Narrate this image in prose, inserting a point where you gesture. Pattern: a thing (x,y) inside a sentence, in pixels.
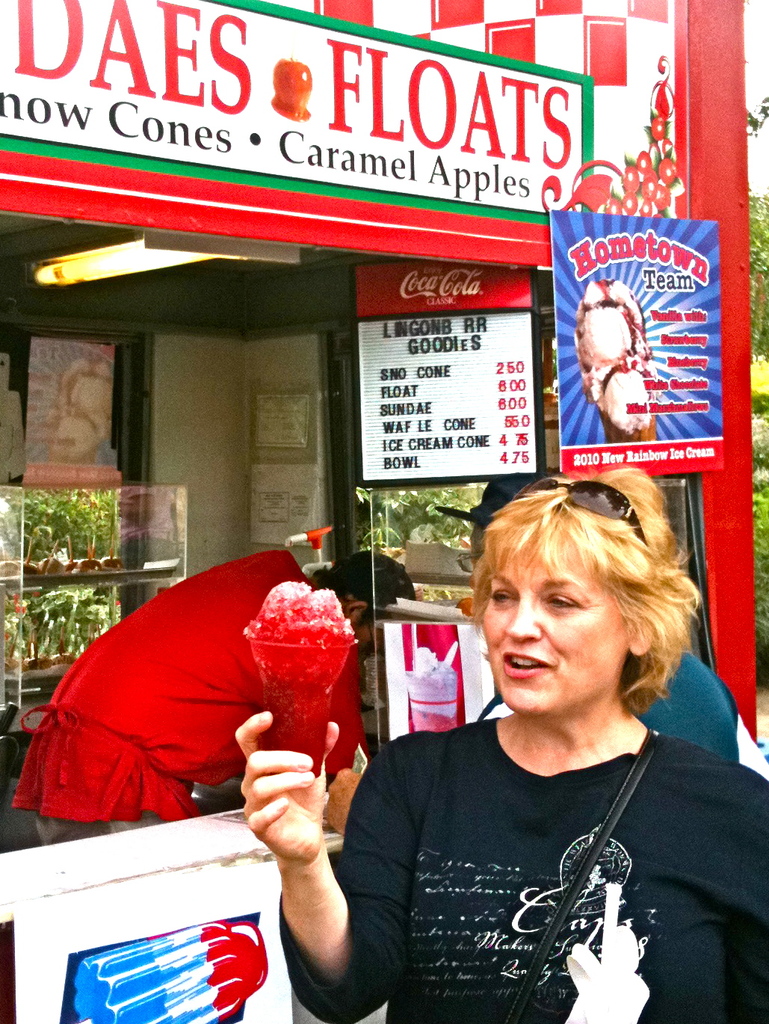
This woman (545,756) is holding a cup (307,744). Inside this store (314,315) we can see a person (155,689) and boards (290,164). Here we can see green leaves (461,529).
